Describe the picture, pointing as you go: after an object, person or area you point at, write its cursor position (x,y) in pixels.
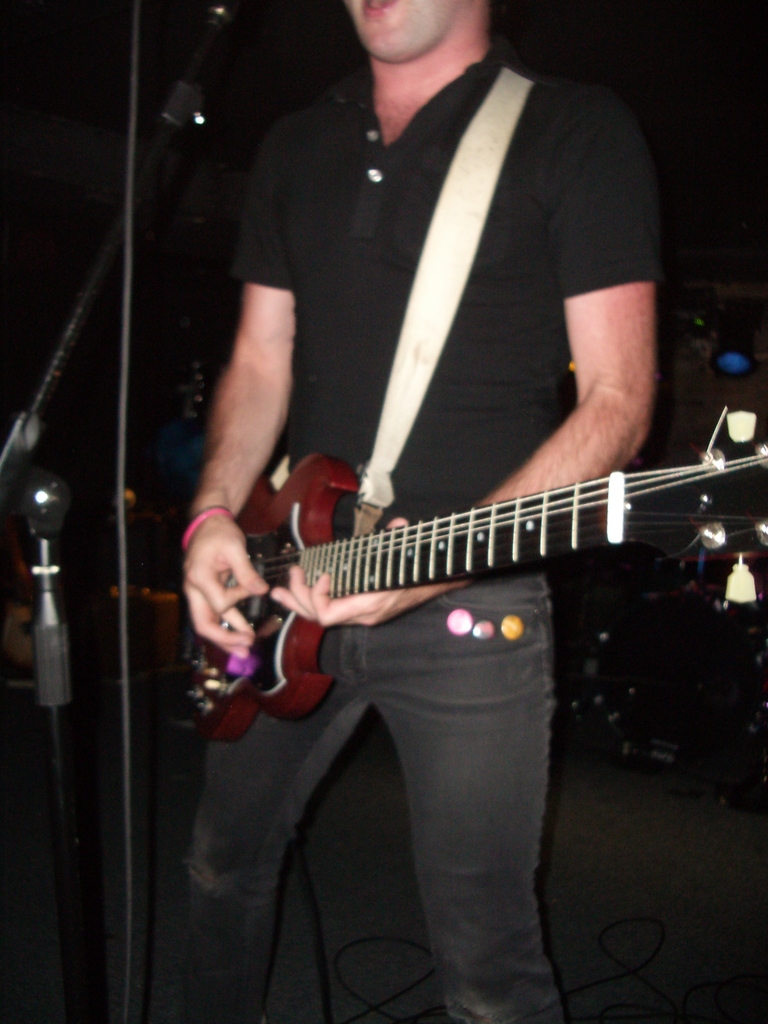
In this image we can see a person (421,431) playing guitar (248,551), in front of him there is a mic (203,49) and a stand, the background (31,129) is dark.
